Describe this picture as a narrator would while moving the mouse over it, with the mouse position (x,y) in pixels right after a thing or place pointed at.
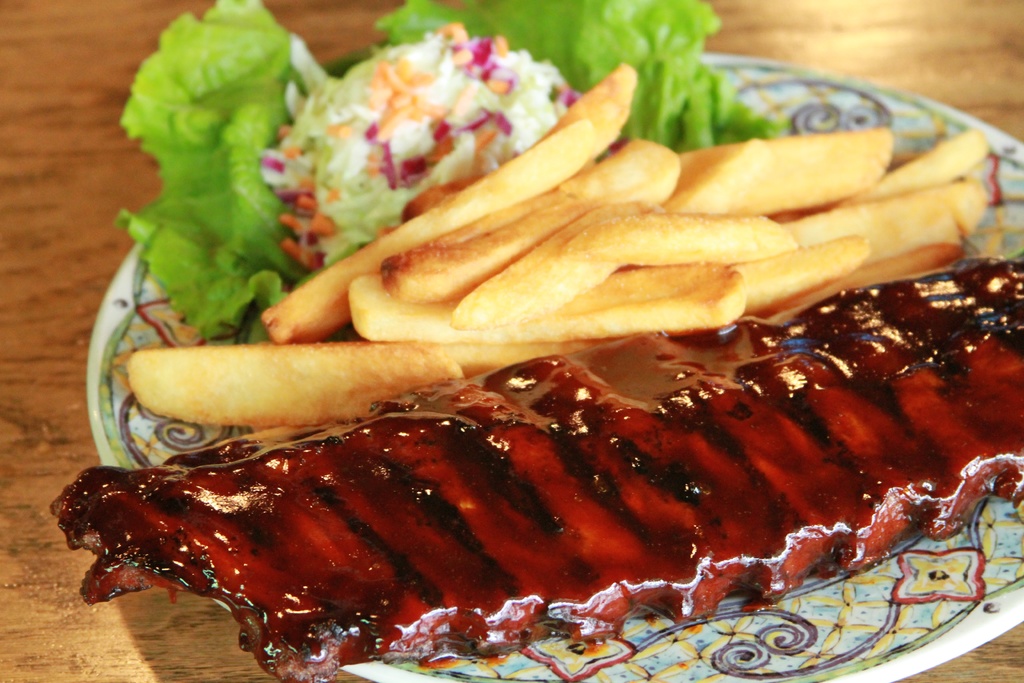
In this image I can see the food (317,368) which is in red, cream, white and green color, and the food (218,201) is on the plate (134,346). The plate (141,328) is in white color and the plate (93,348) is on the brown color surface (26,376).
